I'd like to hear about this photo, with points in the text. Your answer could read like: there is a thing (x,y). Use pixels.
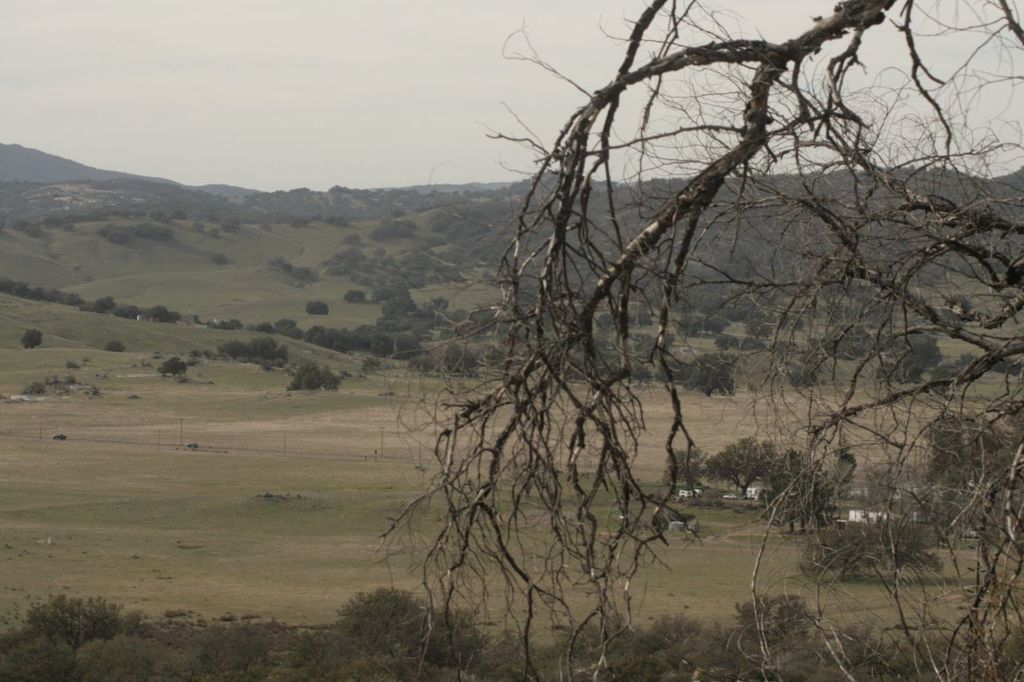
In this image we can see there are trees (625,506), plants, mountains (351,278) and a sky (224,128).
